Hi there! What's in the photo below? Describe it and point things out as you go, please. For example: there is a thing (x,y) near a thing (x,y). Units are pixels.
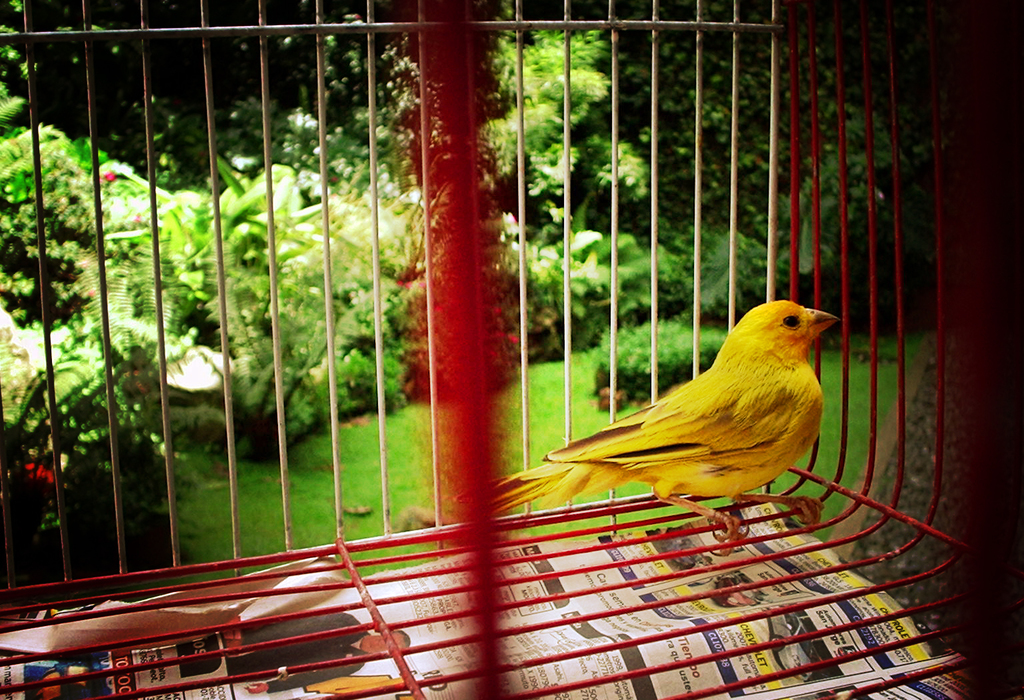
We can see a bird (791,435) in a cage (288,591), under the cage (363,607) we can see a paper (345,621). In the background (212,444) we can see trees (705,283), plants (663,289) and grass (316,462).
